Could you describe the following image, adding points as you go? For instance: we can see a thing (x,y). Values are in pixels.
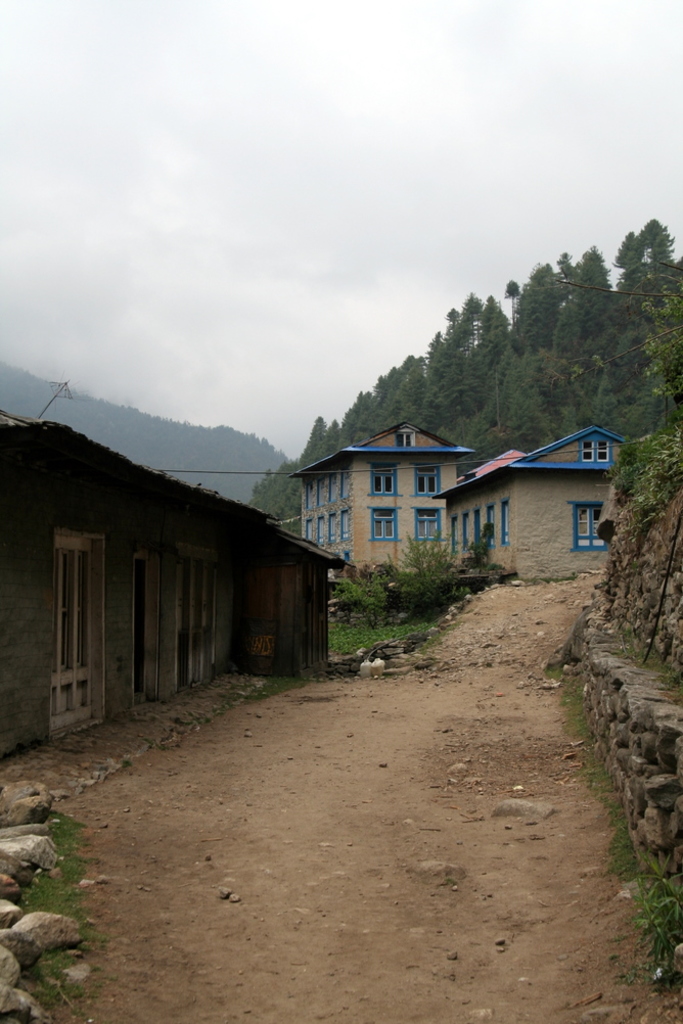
This picture consists of three houses (180,507), the wall (638,576) on the right side (677,743), there are trees (486,360) and the sky (300,279) on the right side (506,244), at the bottom (55,924) there are some stones (9,1000) visible.
